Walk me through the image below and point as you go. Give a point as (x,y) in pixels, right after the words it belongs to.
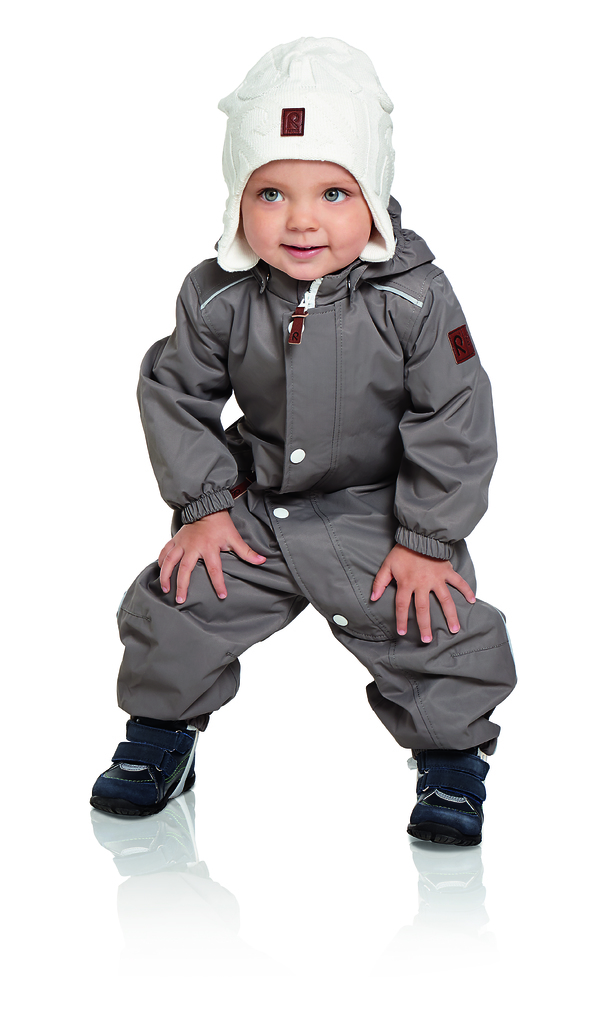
In this image I can see the person (382,339) is wearing grey color suit (401,372) and white color cap (367,139). Background (529,982) is in white color.
